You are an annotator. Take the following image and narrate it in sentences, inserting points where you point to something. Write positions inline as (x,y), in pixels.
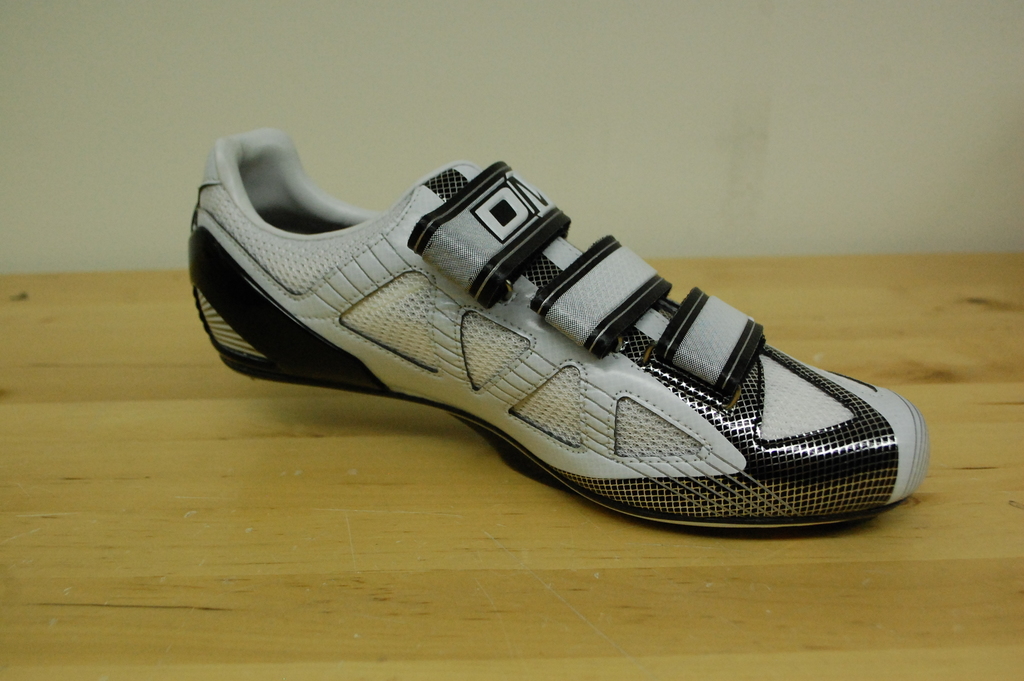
This is a zoomed in picture. In the center (456,232) there is a shoe (445,305) placed on a wooden object (434,433) seems to be the table (420,519). In the background (510,64) there is a wall (483,120).
